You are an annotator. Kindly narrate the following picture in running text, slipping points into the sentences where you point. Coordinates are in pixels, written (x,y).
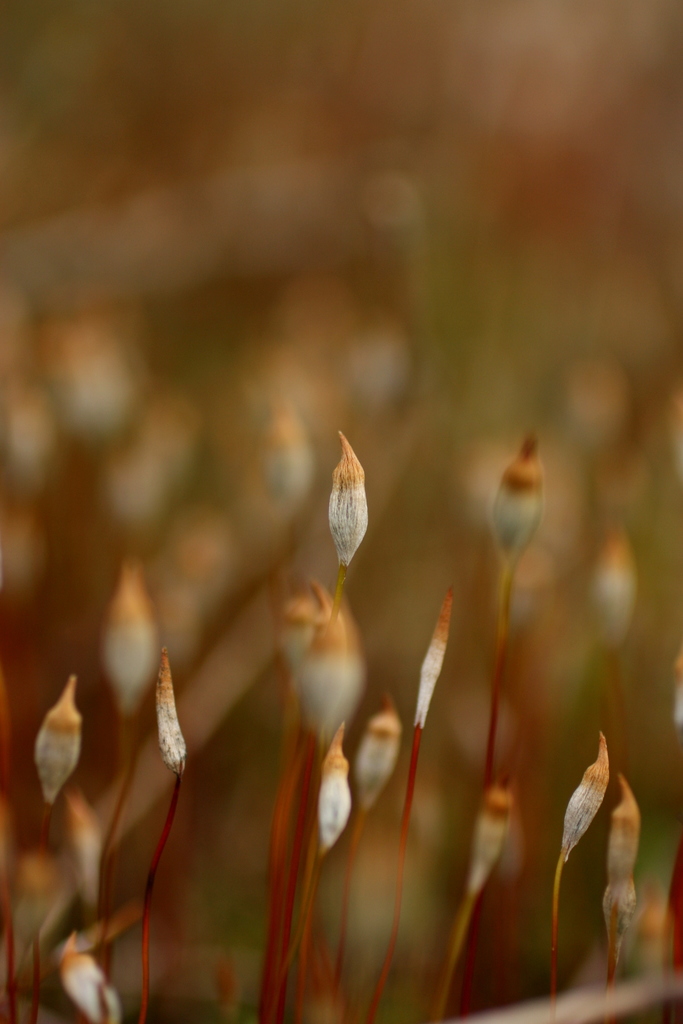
In the image it is a zoomed-in picture of a plant (318,702).
